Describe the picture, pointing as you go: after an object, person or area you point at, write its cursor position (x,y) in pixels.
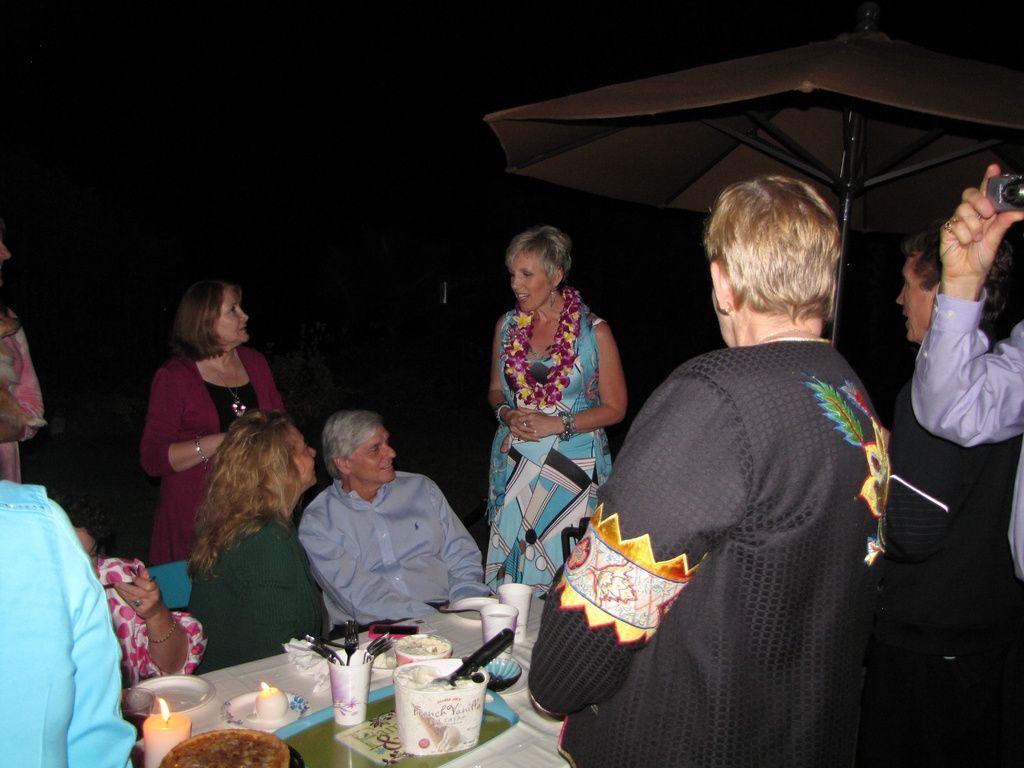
In this picture we can see group of people (376,471) and few (221,584) are sitting, in front of them we can see candles (270,714), cups (356,689) and other things (403,645) on the table (263,669), beside them we can see an umbrella (934,158), on the right side of the image (955,347) we can see a person (949,259) and the person (966,274) is holding a camera (1018,181).
